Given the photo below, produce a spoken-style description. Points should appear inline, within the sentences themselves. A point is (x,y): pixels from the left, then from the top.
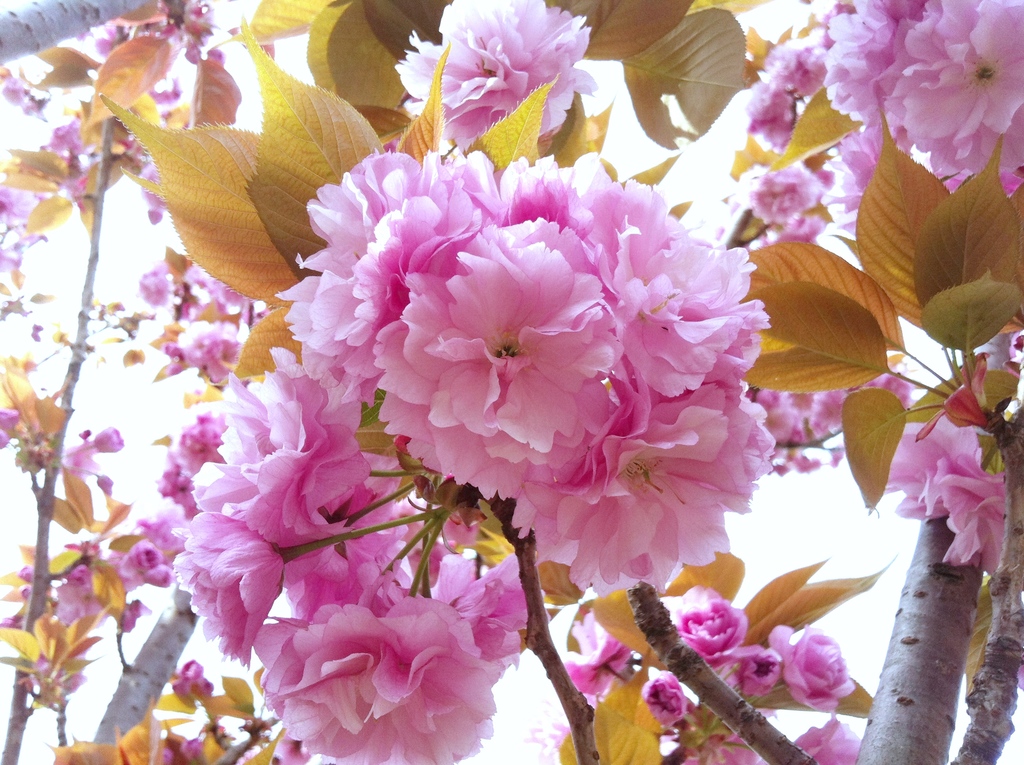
In the picture I can see the flowering plants (500,225) and leaves (790,148).
